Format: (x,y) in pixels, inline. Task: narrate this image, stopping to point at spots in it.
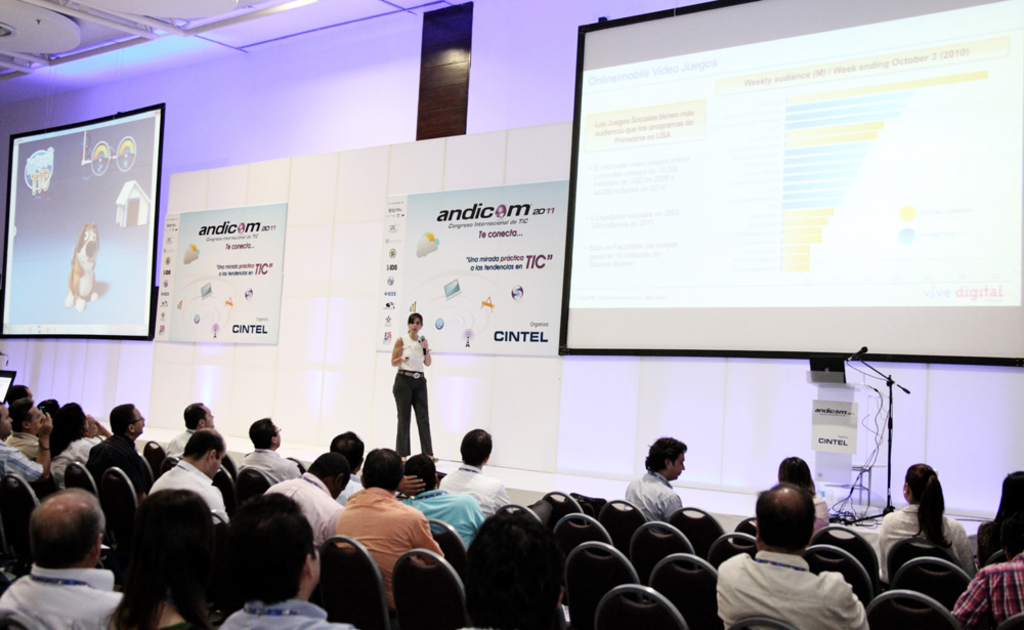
In this picture there are few persons (342,508) sitting in chair (235,483) and there is a woman (417,349) standing and speaking in mic (423,337) in front of them and there are two projected images (710,192), banners (482,263) and some other objects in the background (505,242).
